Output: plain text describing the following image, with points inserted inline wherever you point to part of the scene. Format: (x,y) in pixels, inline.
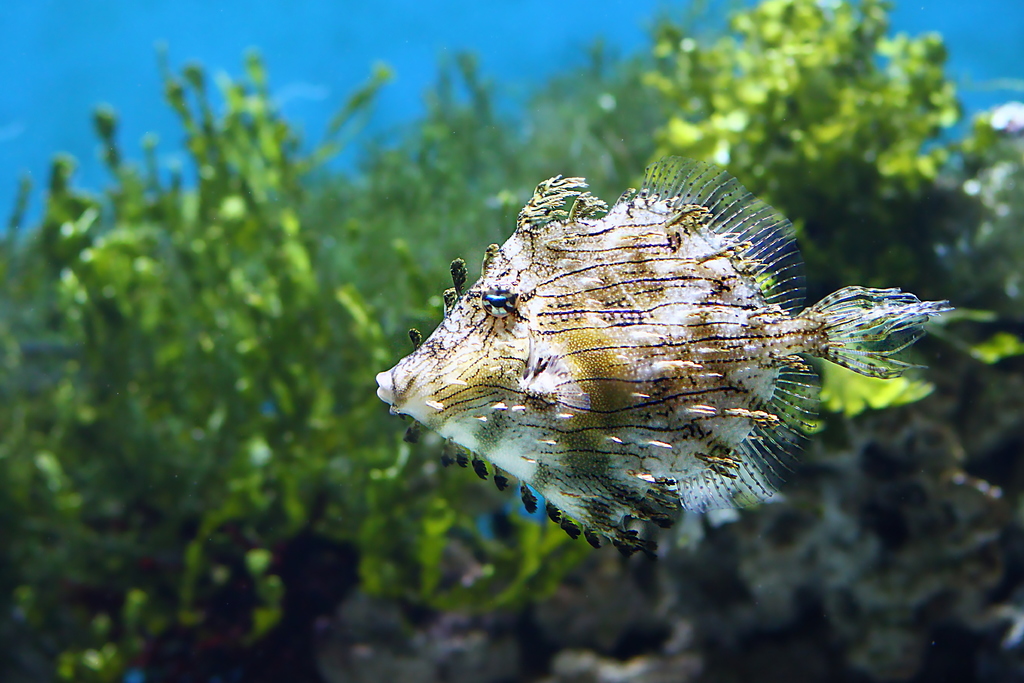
In the foreground of this image (722,443), there is a fish (651,370) under the water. In the background (451,204), there are plants (330,296).
